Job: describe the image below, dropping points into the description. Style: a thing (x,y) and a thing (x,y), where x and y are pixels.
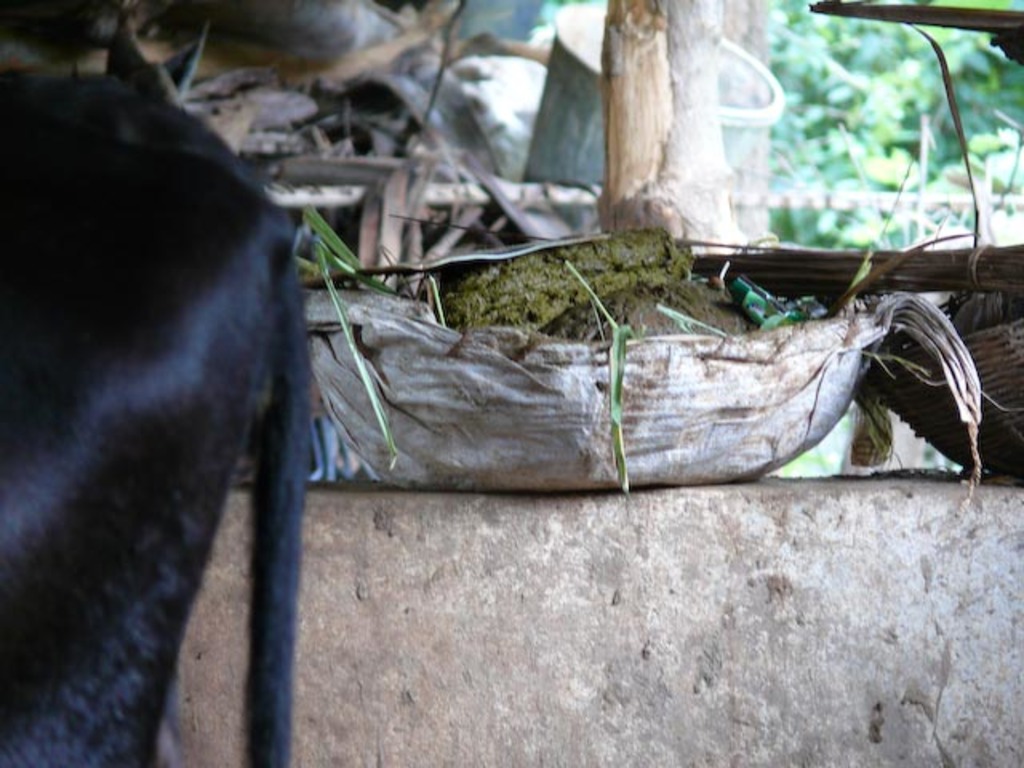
To the left side of the image (233,294) there is a cow (110,459). There is cow dung (703,318) in the basket (728,371) on the wall (752,494). In the background of the image (838,151) there are trees (842,95).
